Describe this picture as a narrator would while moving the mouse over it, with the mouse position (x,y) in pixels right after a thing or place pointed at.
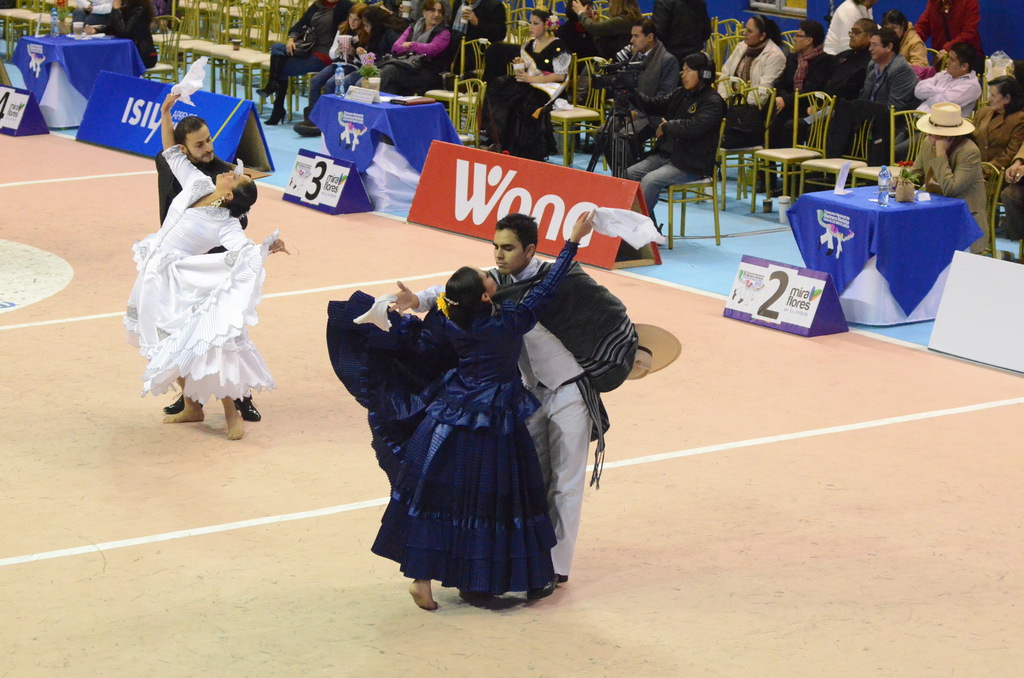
In this image we can see persons (531,146) sitting on the chairs (720,60), advertisement boards (540,167), benches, disposal bottles (887,187), flower vases (903,178) and persons (181,201) performing on the floor (102,360).
